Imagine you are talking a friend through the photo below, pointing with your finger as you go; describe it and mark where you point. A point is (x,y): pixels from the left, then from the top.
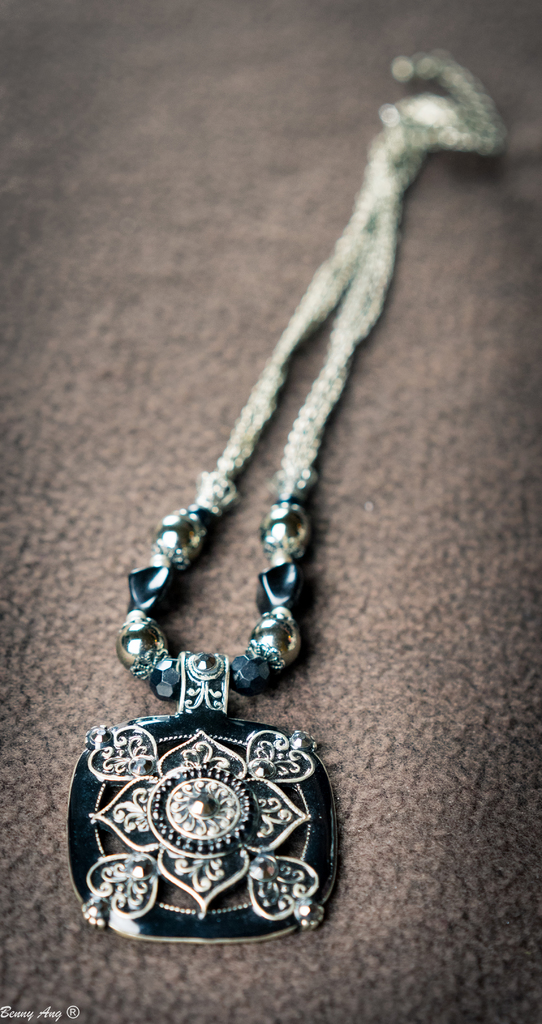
In this picture there is an ornament (128,834). At the bottom (433,724) it looks like a mat (440,952). At the bottom left (5,1019) there is text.
